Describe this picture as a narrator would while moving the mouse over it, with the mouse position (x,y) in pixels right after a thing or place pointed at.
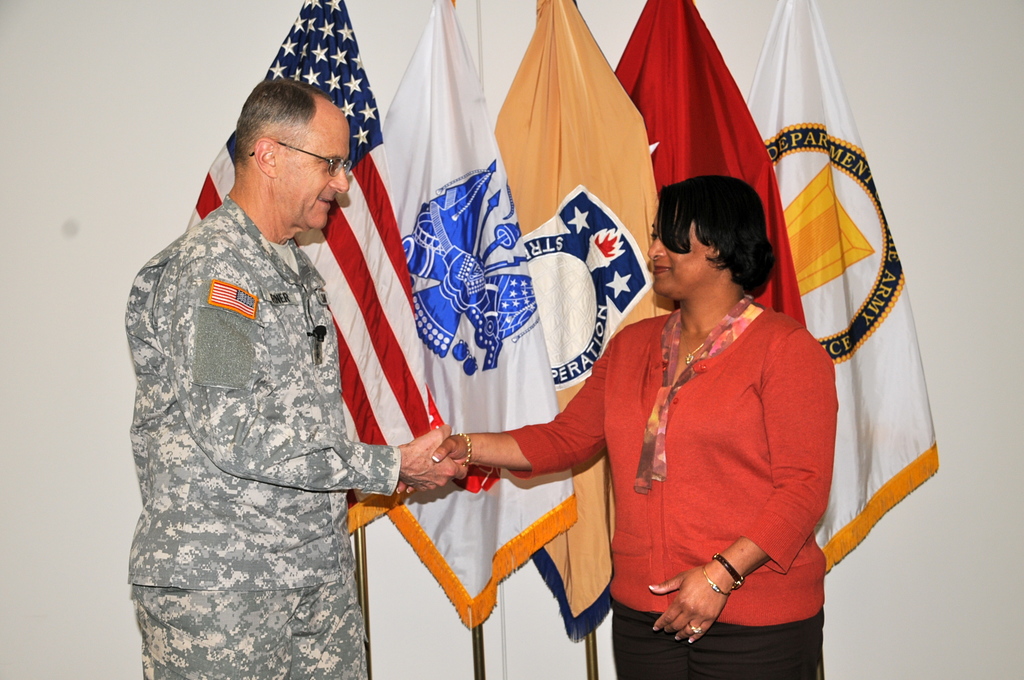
In this image I can see a person (276,272) wearing military uniform (264,527) and a woman (759,451) wearing red and black colored dress (730,507) are standing and shaking hands (438,462). In the background (97,191) I can see the white colored wall (112,106) and few flags (417,210).
